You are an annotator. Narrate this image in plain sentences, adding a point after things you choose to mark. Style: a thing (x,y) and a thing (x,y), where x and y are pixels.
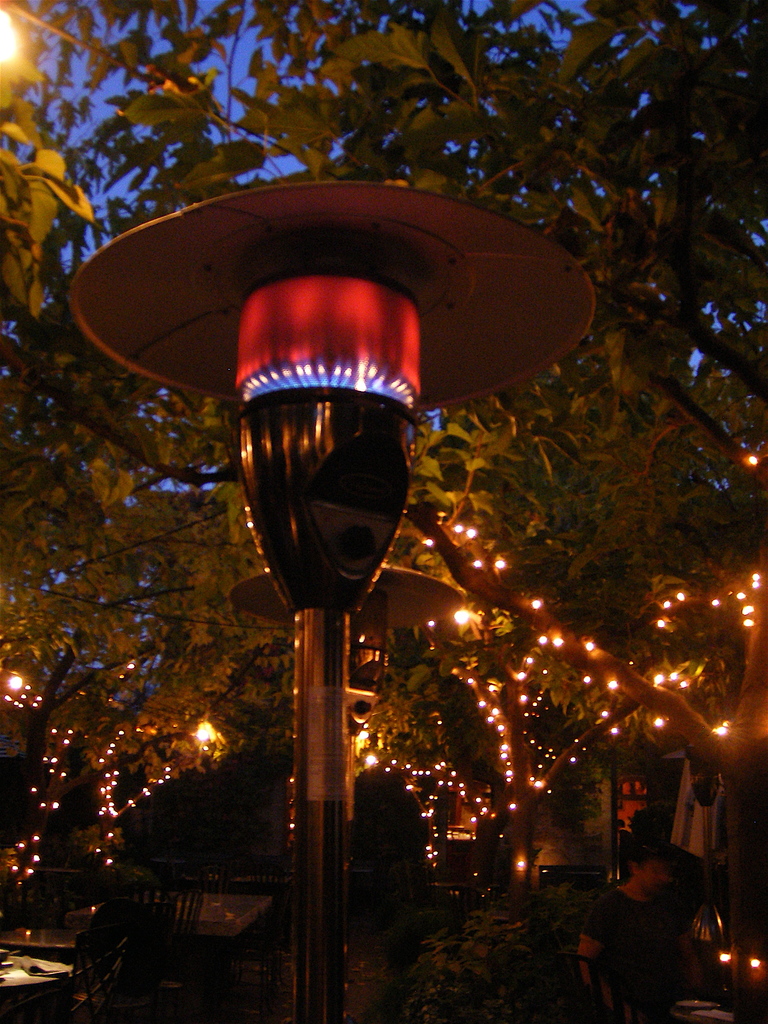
In this picture we can see a building (574,858) and few lights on a tree (533,501). There is a person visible on the right side (634,893). We can see few chairs (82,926) and tables (55,972) on the left side (30,948). We can see an object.
